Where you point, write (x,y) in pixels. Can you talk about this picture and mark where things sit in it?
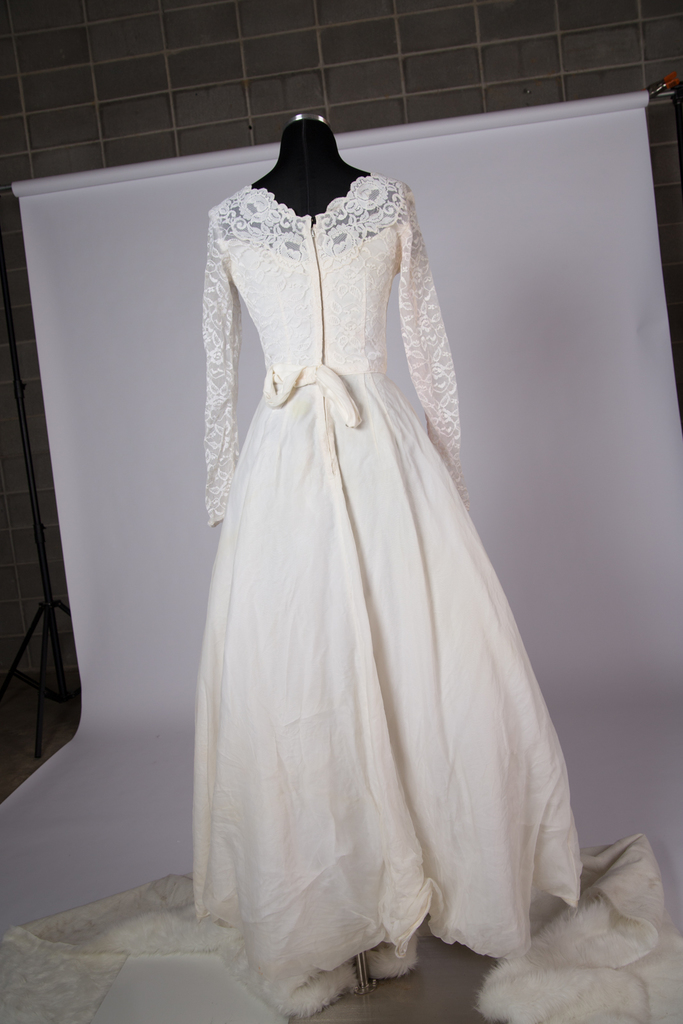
In this image there is a white color dress (320,512) on a mannequin (333,430) and there is a wall (291,66) in the background (355,66) and there is a white color object (122,336) placed behind to this mannequin (269,413).
